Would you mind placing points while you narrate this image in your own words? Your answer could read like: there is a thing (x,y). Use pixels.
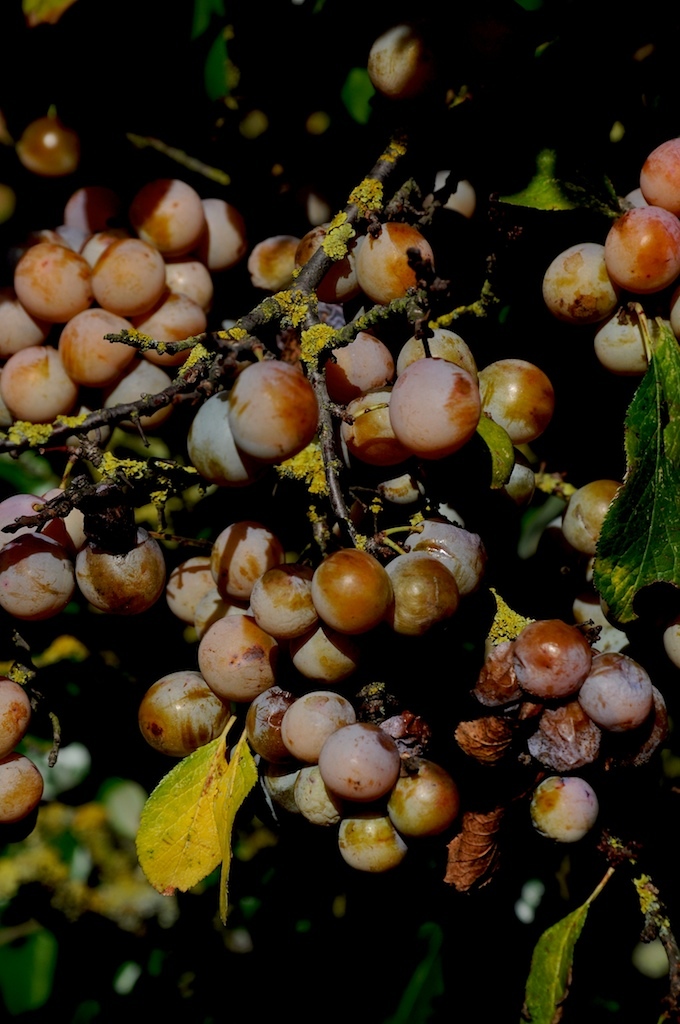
In this image there are fruits (438,543) and leaves (664,380) to the stems (97,423).
